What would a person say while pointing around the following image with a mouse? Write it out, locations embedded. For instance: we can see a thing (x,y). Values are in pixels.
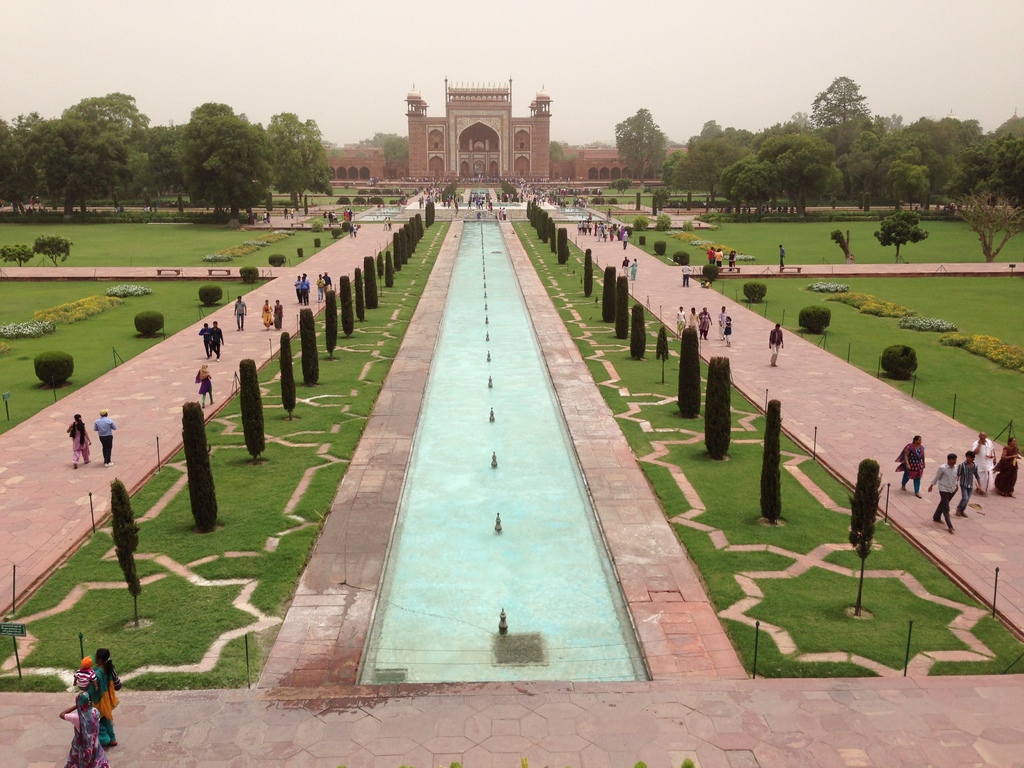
In this picture we can see Taj Mahal garden (533,335), there are some people (437,188) walking here, we can see grass (816,583), trees (210,173) and some bushes (340,232) here, there is water (514,603), we can see sky (568,67) at the top of the picture (552,48).
